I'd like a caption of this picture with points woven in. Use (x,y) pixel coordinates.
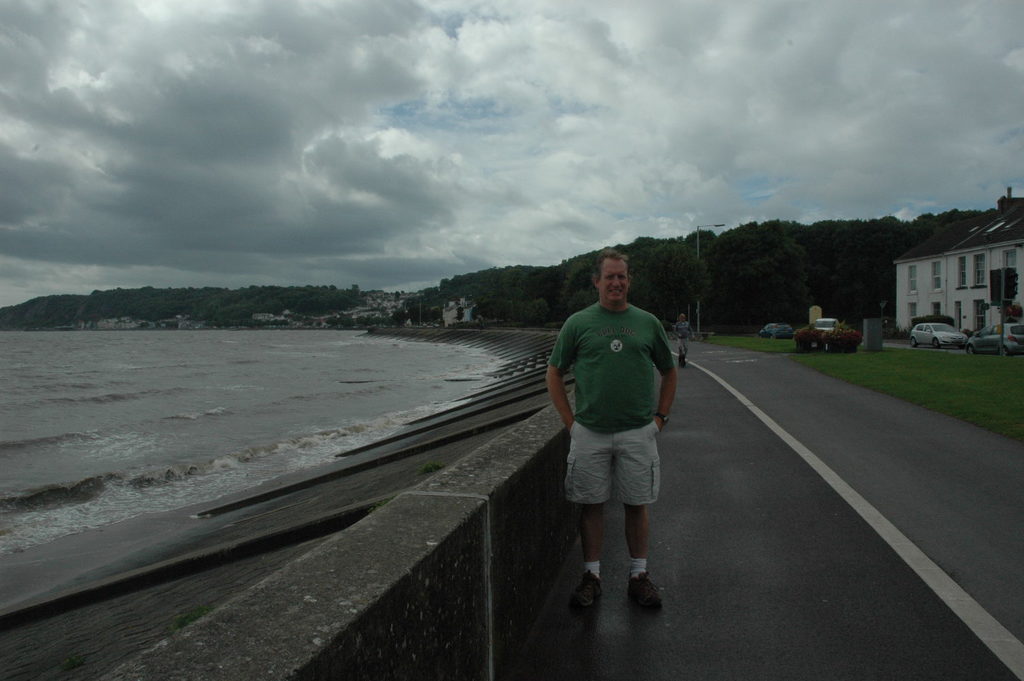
In this image in the center (616,398) there is a man (640,432) standing and smiling. On the left side (188,396) there is an ocean (167,379). In the background (292,292) there are trees (747,274) and cars (942,341) on the road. There is a building (947,274) and the sky (527,149) is cloudy.
